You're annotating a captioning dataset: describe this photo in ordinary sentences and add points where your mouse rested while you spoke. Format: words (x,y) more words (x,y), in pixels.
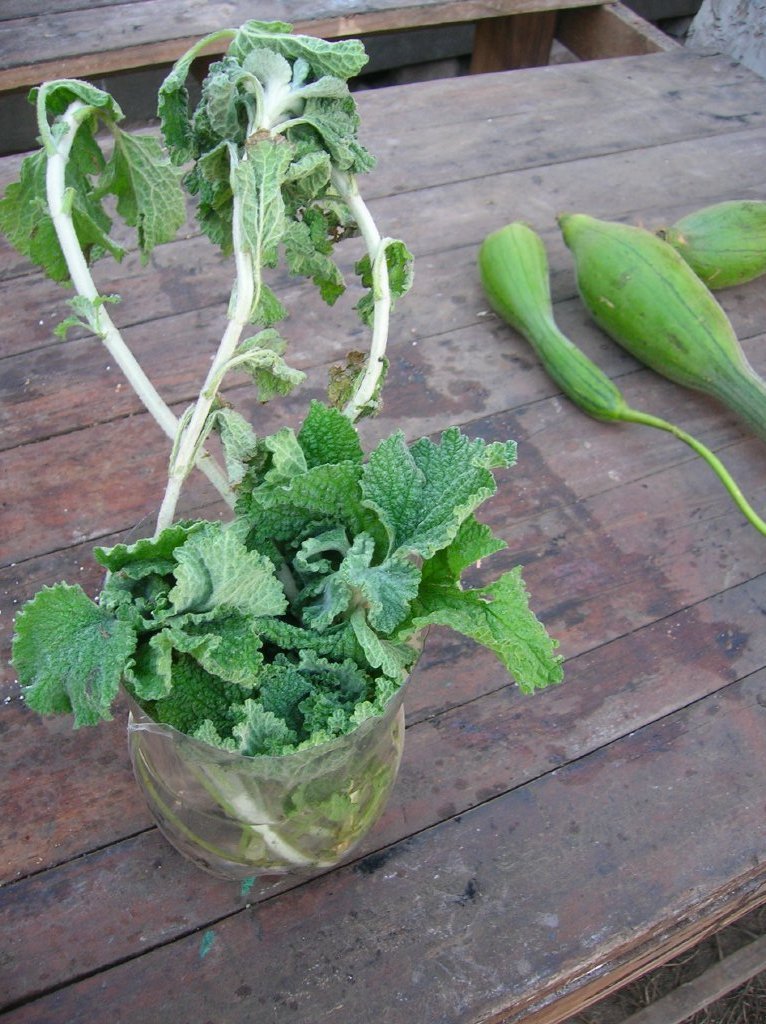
There is one plant (254,603) in a bowl (182,735) and three cucumbers (699,219) are kept on a wooden surface (401,375) as we can see in the middle of this image (285,424).
